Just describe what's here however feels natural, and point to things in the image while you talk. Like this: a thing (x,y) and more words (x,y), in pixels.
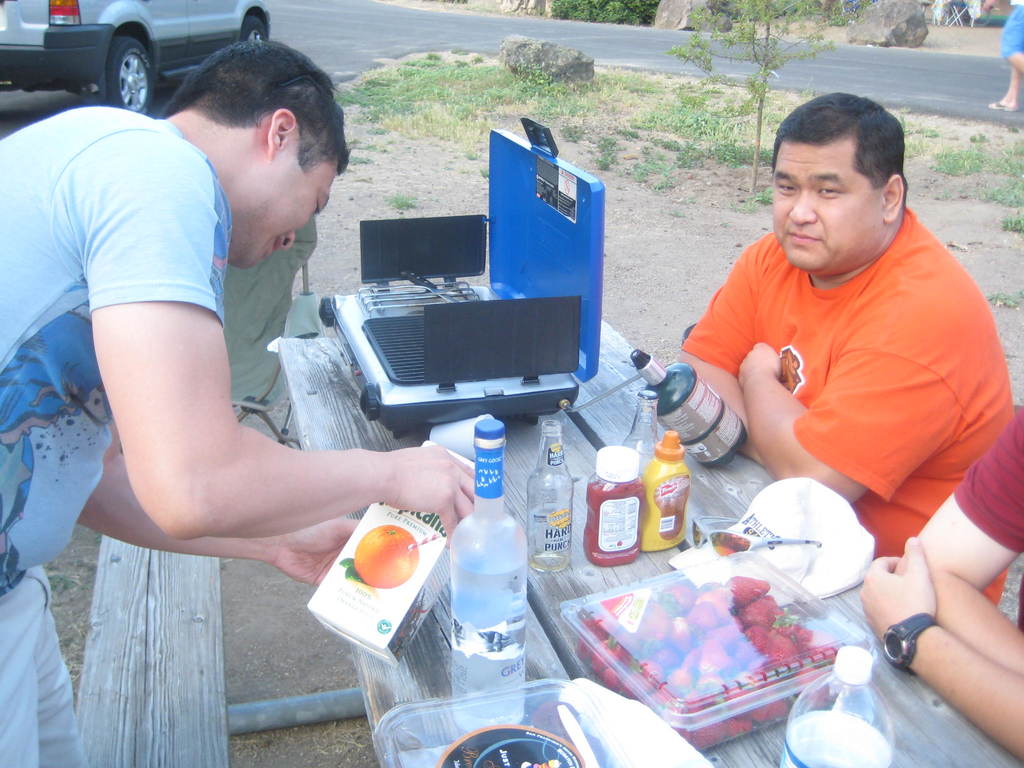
In this image I can see a person (111,262) wearing blue colored t shirt (95,271) and white color pant (16,688) is standing and holding a box (421,549) in his hands (438,485). I can see few persons (906,406) are sitting on bench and on the bench (714,499) I can see few bottles (551,419), a box (703,665) with strawberries (706,649) in it, goggles (764,539) and a white colored hat (779,547). In the background (463,22) I can see the road (477,22), a person (1019,23) standing on the road (629,39), few rocks (681,10) and a car (181,45).
